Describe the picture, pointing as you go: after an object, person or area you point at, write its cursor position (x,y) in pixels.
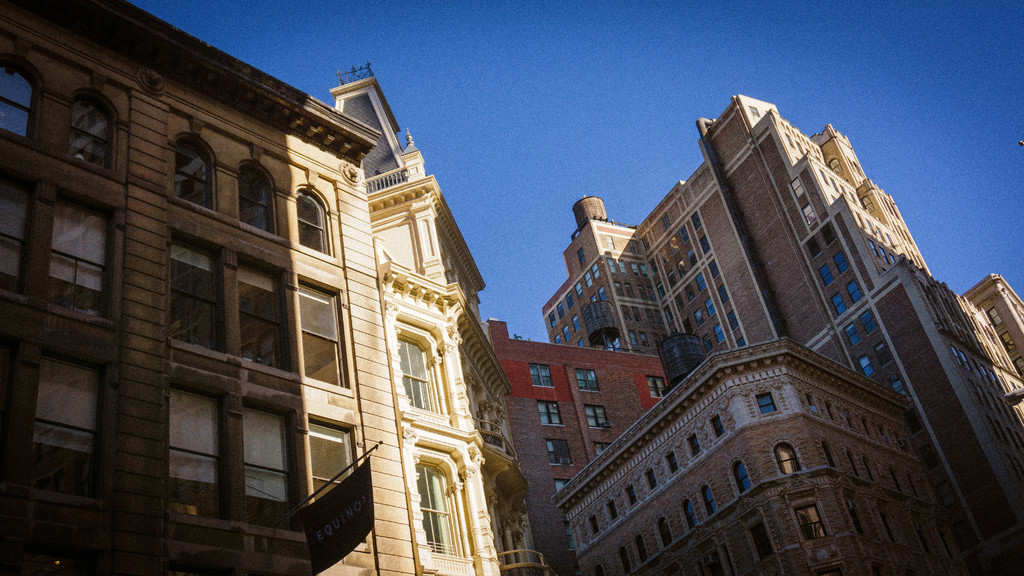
In this image I can see few buildings (443,406), few windows (339,433) of the buildings (451,337) and a board (359,483). In the background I can see the sky (462,88).
